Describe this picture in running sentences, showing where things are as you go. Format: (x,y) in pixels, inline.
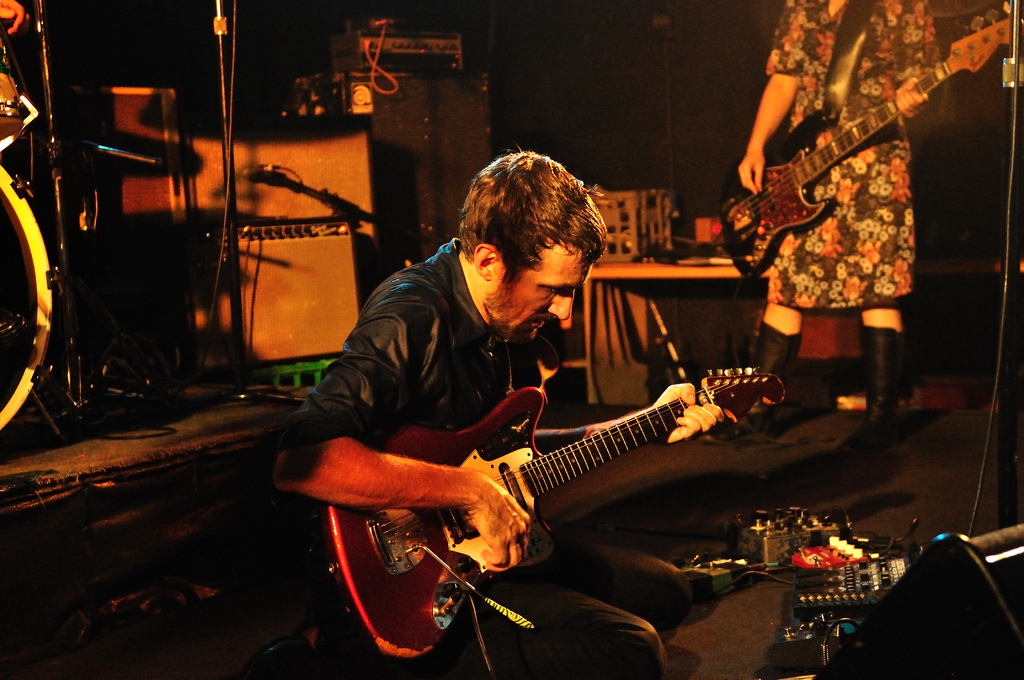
In this picture there is a man (471,382) who is sitting on the floor (642,474) and playing a guitar (436,551). In front of him I can see the pedals (830,581) and other electronic equipment (840,595). On the right (786,256) there is a woman (819,47) who is holding a guitar (816,161). Behind I can see some objects (701,237) on the table (697,269). On the left (154,150) I can see the drums (17,114), mics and other objects (138,194).
